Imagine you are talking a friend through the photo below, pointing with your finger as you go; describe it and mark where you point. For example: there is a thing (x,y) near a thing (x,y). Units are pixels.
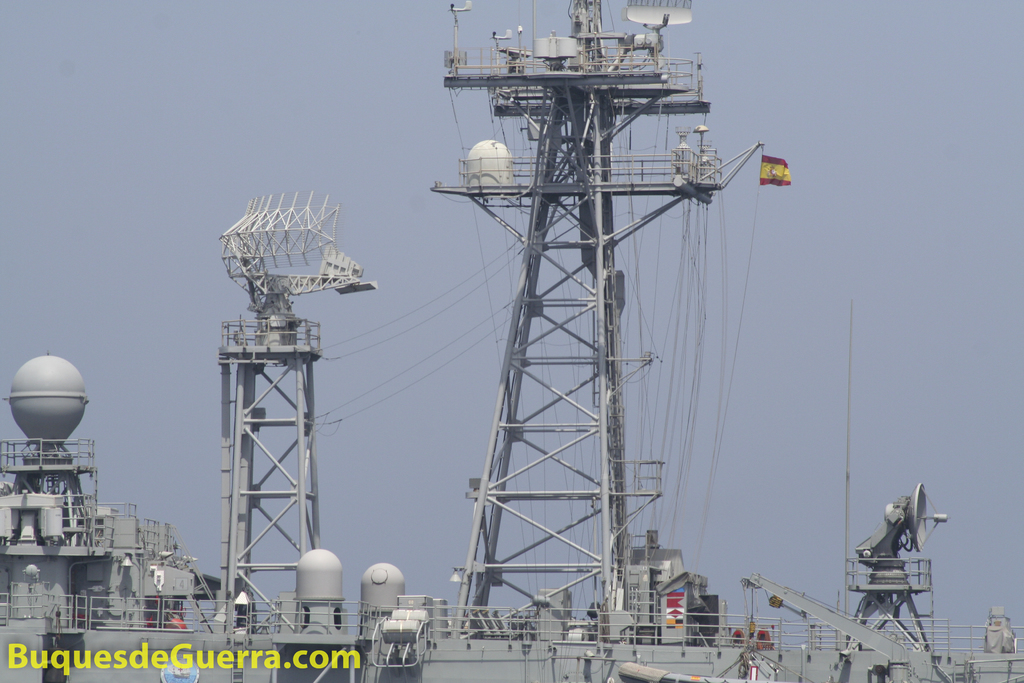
In this image we can see the towers (498,409), there are wires (672,360) and some other objects (397,621), at the bottom of the image (11,663), we can see some text (11,663) and in the background (211,91), we can see the sky (268,67).
